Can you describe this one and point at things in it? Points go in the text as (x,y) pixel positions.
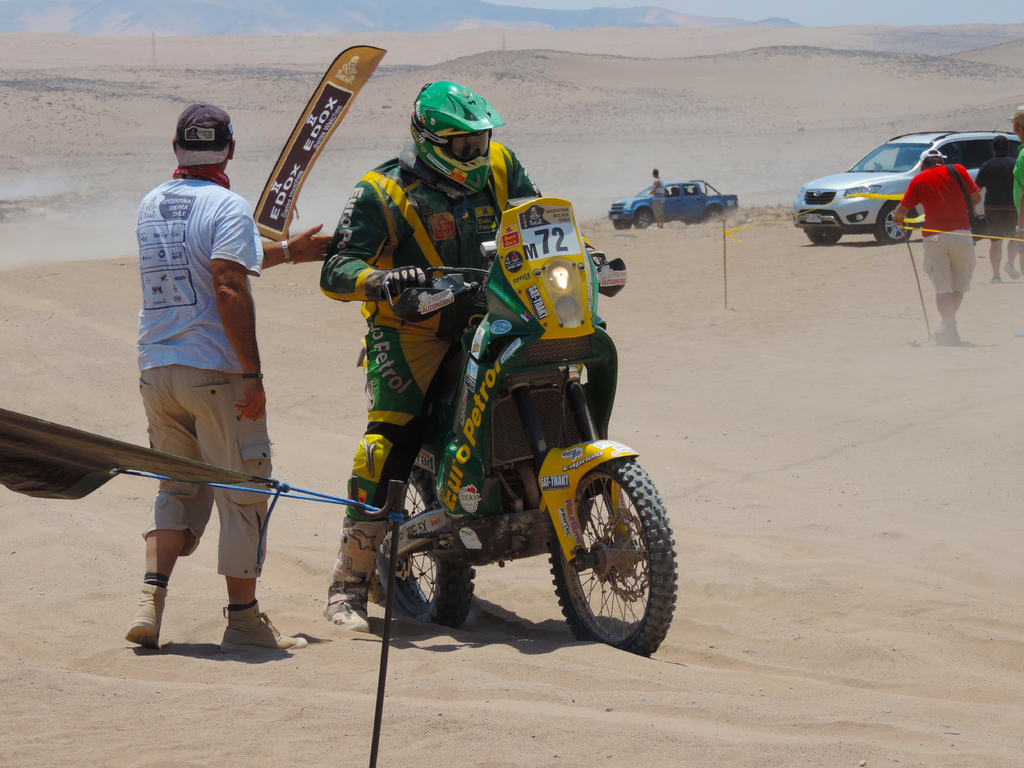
On the background (465,14) we can see hills (584,22). This is a desert (816,416). We can see vehicles (803,214) and persons (948,214) standing and walking and this man (491,223) is sitting on a bike (509,370).
